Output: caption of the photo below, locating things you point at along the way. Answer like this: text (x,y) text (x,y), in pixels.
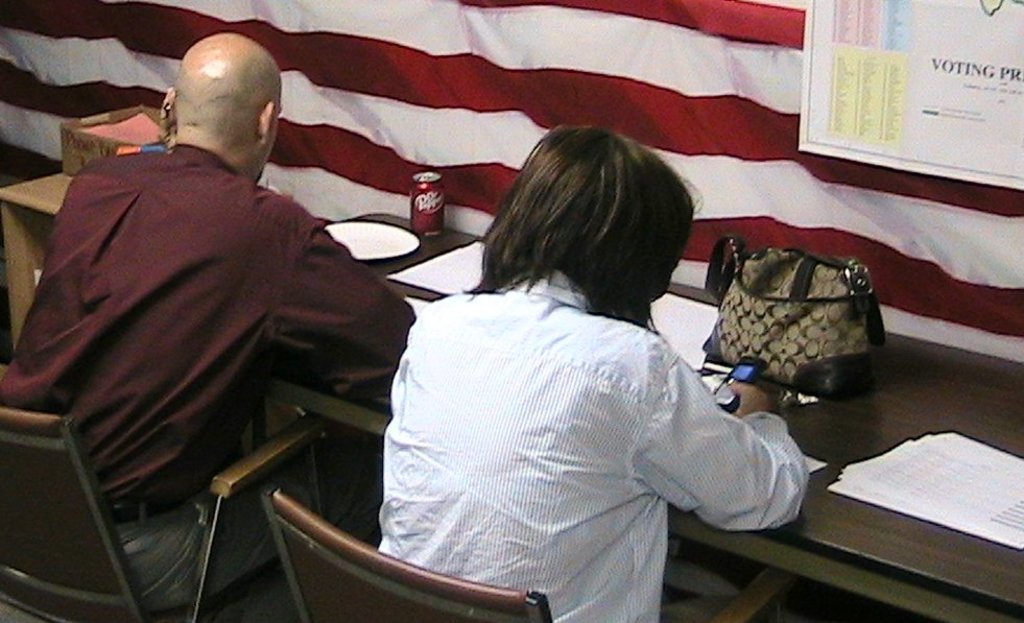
In this picture we can see two persons (553,321) sitting on chairs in front of a table (875,370) and on the table (885,348) we can see papers (900,450), handbag (732,288), plate (369,243), box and a tin (439,183). We can see this person (709,424) holding a mobile (742,379) in his hand (735,392). This is a board (840,74). This is a white and red colour cloth (556,66).
